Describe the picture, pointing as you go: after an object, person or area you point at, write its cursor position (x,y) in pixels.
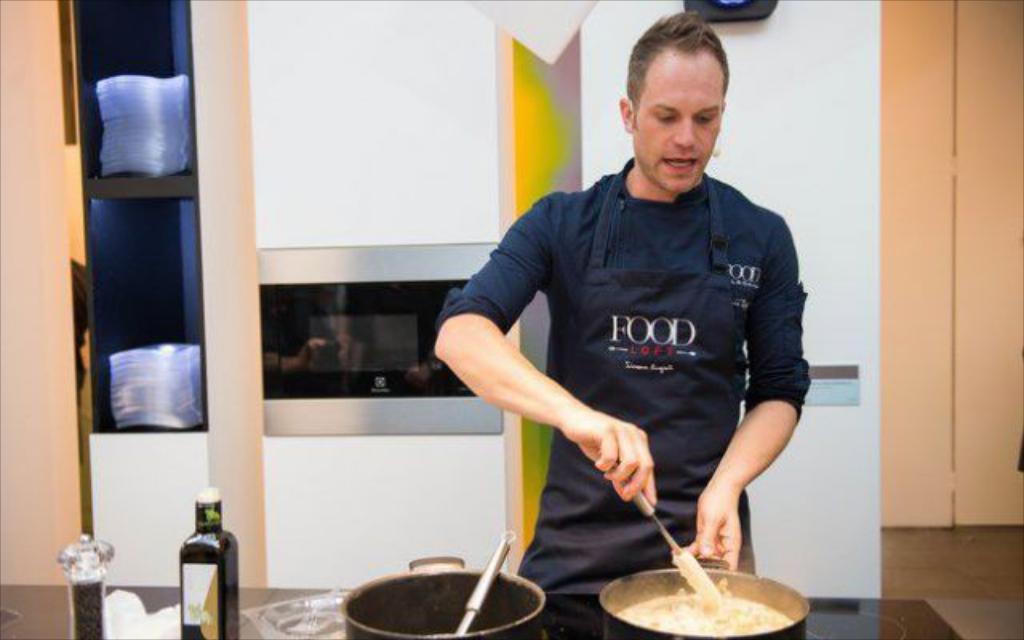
In this image I can see some objects (719,617) on the table (886,638). I can see a person (656,350) standing. In the background (141,134), I can see some objects (152,143) in the shelf (121,334). I can also see the wall (810,136).
